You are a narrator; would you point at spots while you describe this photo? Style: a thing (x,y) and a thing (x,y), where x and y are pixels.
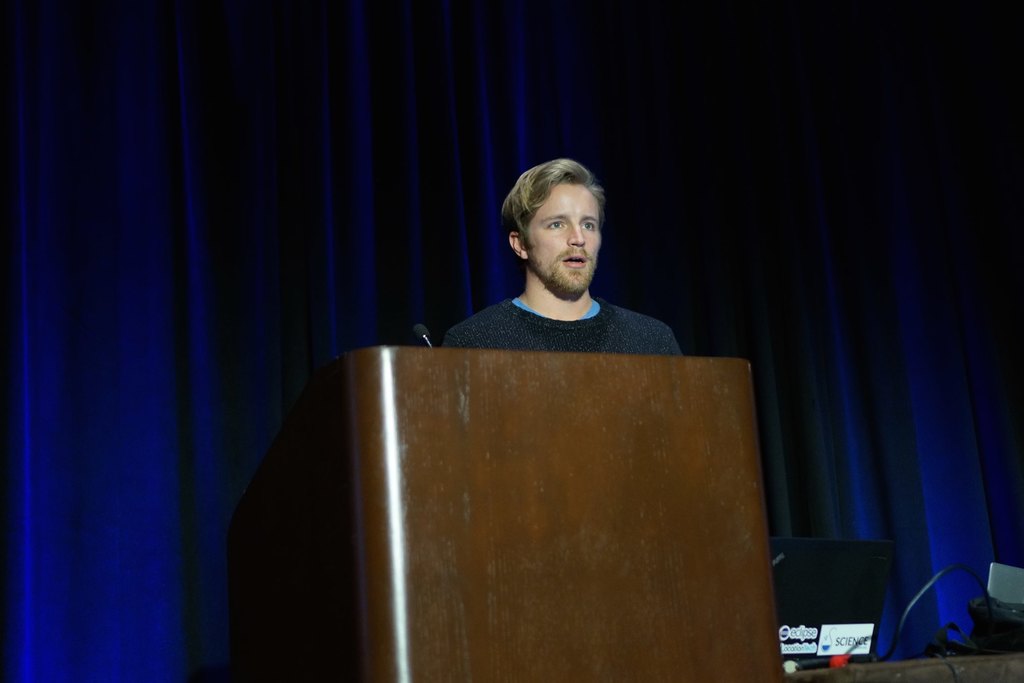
In the image there is a man (521,340) standing in front of a table (489,470) and beside him there is a laptop (826,607), wire (936,572) and other things (947,640). In the background (442,139) there is a curtain (569,121).
